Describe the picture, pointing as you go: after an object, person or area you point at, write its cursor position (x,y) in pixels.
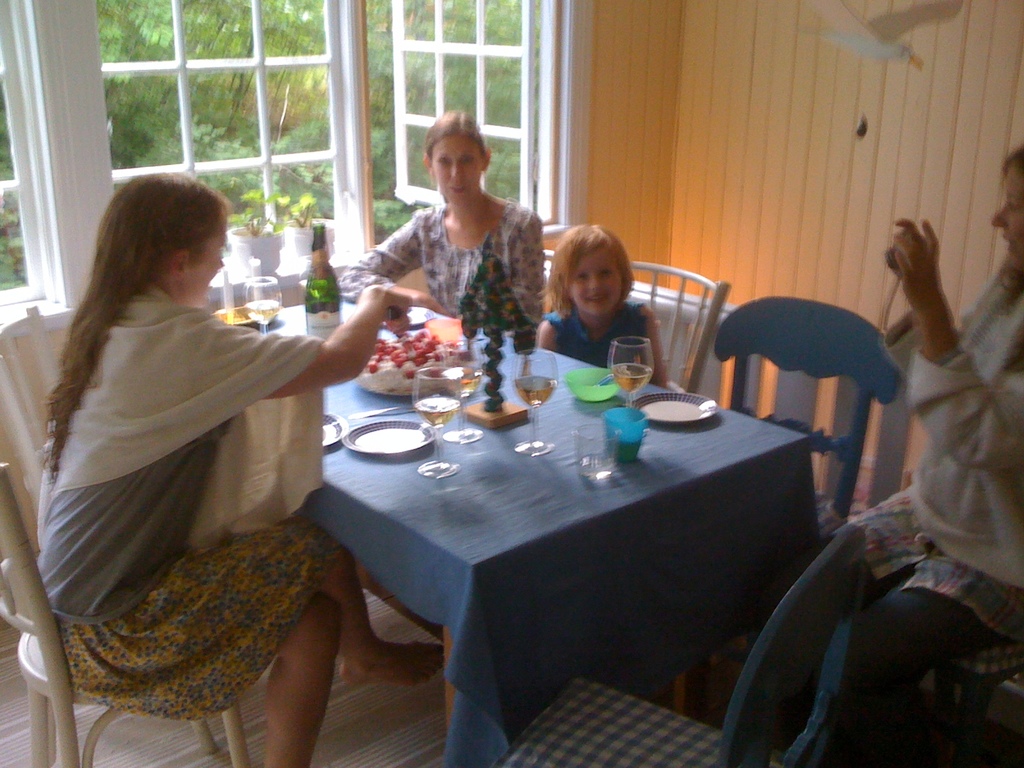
As we can see in the image there is a window (168,86), trees (166,99), chairs (853,440) and tables (581,519) over here and few people (317,412) sitting on chairs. On table (583,485) there are glasses (610,430), plates (666,418) and bottles (327,309).
